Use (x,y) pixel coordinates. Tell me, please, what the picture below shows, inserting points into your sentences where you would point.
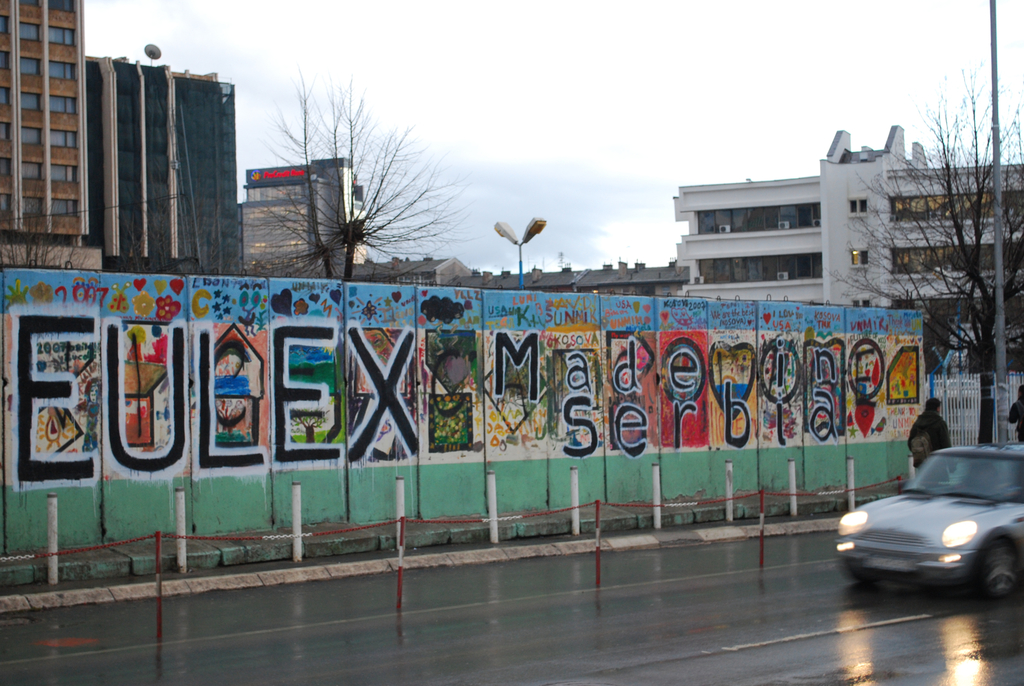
This image is taken in outdoors. In the bottom of the image (353,640) there is a road (281,659). In the right side of the image (895,552) a car (949,496) is moving on the road (922,586) and there is a tree (1003,223) and building (844,239). In the middle of the image (599,408) there is a wall (560,377) with graffiti (455,423) on it. In the background (143,175) there are few buildings (157,174) with windows (53,170) and walls (774,240), also there are few trees (349,240) and street lights (994,170). At the top of the image (711,72) there is a sky (419,90) with clouds (517,62).
